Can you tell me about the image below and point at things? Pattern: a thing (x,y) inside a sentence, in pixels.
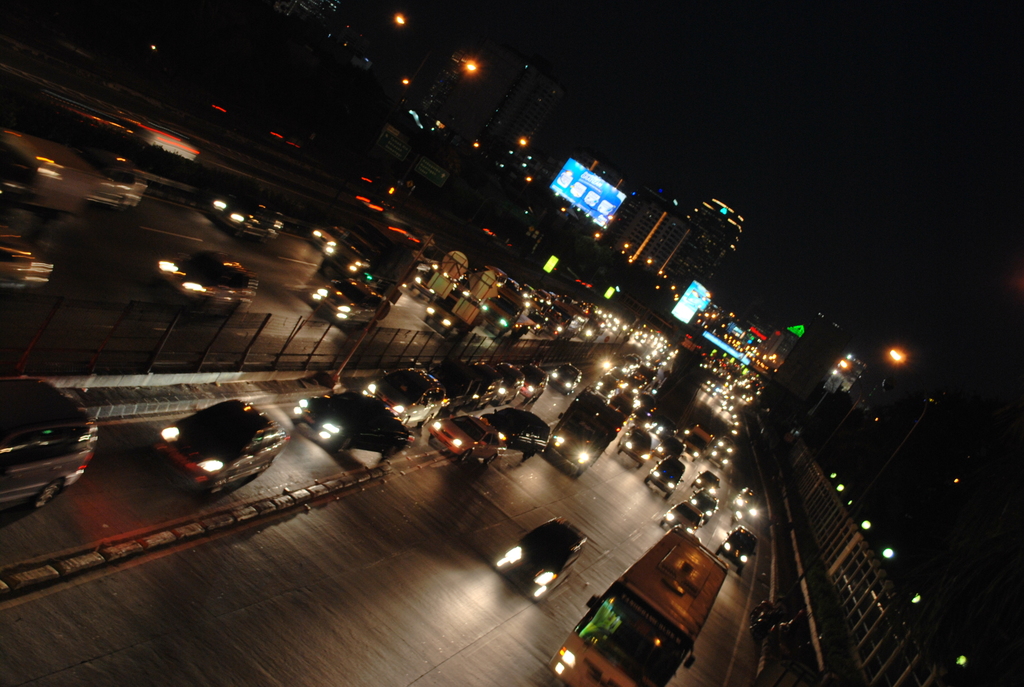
In this picture we can see vehicles (251,445) on the road (507,491) and in the background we can see buildings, lights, boards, sky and some objects (327,359).
